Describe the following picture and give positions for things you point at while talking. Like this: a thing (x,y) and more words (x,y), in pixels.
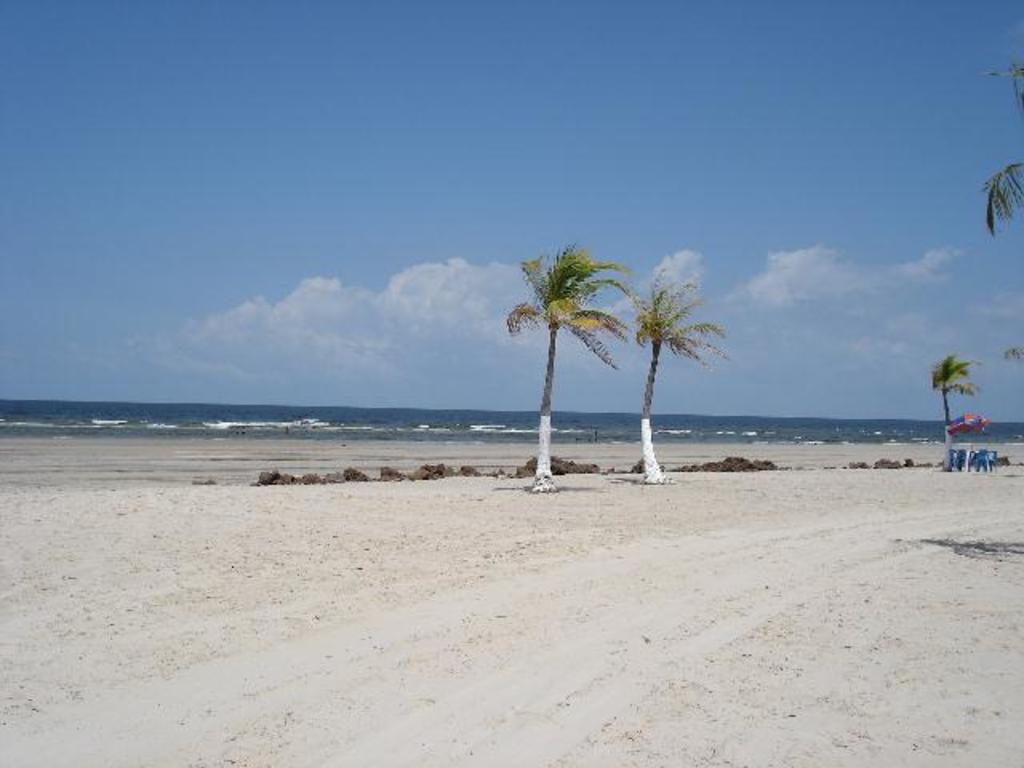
In this image we can see trees (543,420), chairs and some other objects (906,465). In the background of the image (572,423) there is water (14,416). At the top of the image (598,126) there is the sky (578,218). At the bottom of the image (543,692) there is the sand (650,723).
